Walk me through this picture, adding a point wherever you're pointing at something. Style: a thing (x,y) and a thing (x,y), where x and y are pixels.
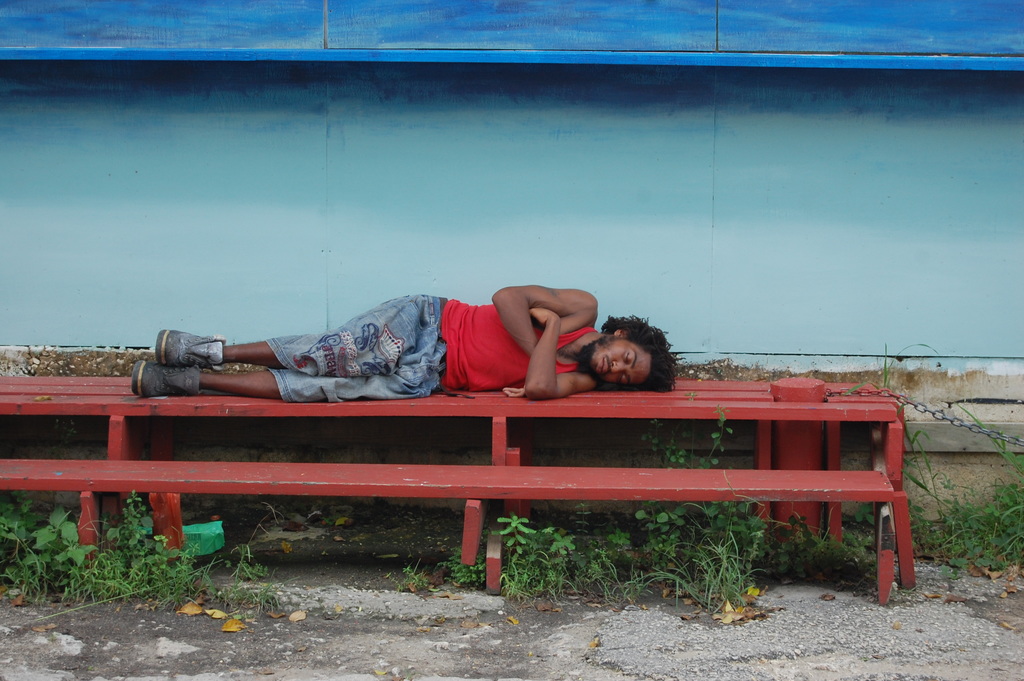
In the foreground (569,306) I can see a person (585,306) is sleeping on the bench (821,414) and grass (709,602). In the background (650,215) I can see a wall (604,215). This image is taken during a day.
